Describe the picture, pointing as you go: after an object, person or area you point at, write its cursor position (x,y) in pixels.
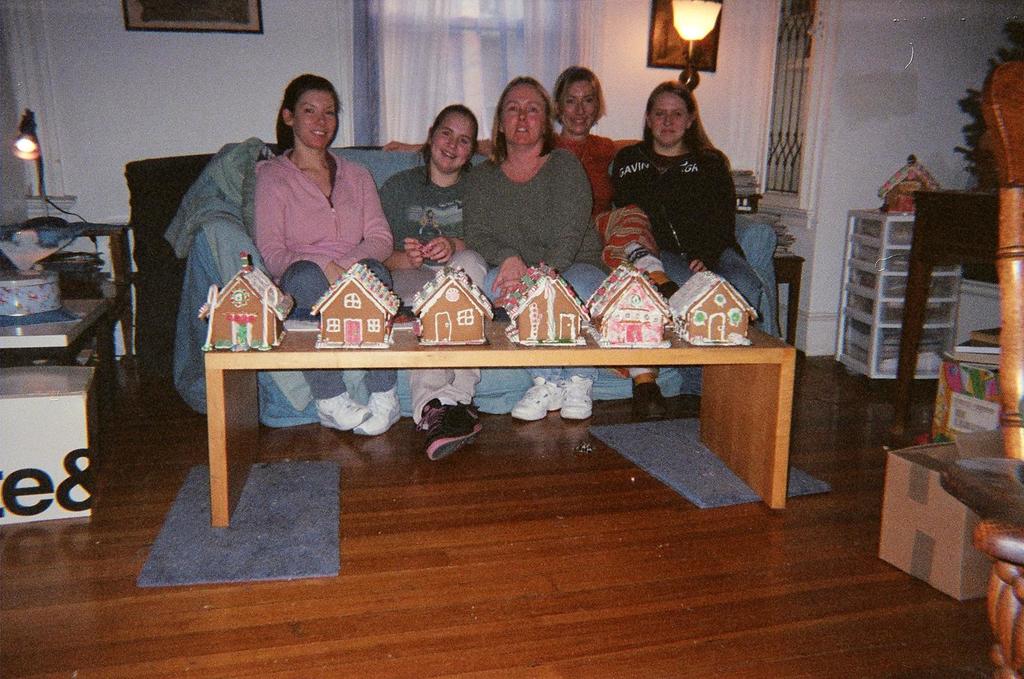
This is a picture taken in a home, there are five people (332,211) sitting on a sofa (227,234) in front of them there is a table (481,357) on the table (532,365) there is a toy of a house (442,321) and the floor (526,567) is covered with wood (520,556). Background of this people (371,262) there is a wall (189,94) which is in white color and left side of this people (406,222) there is other table (33,334) which is in white color on the table (35,326) there is a lamp (32,139).
